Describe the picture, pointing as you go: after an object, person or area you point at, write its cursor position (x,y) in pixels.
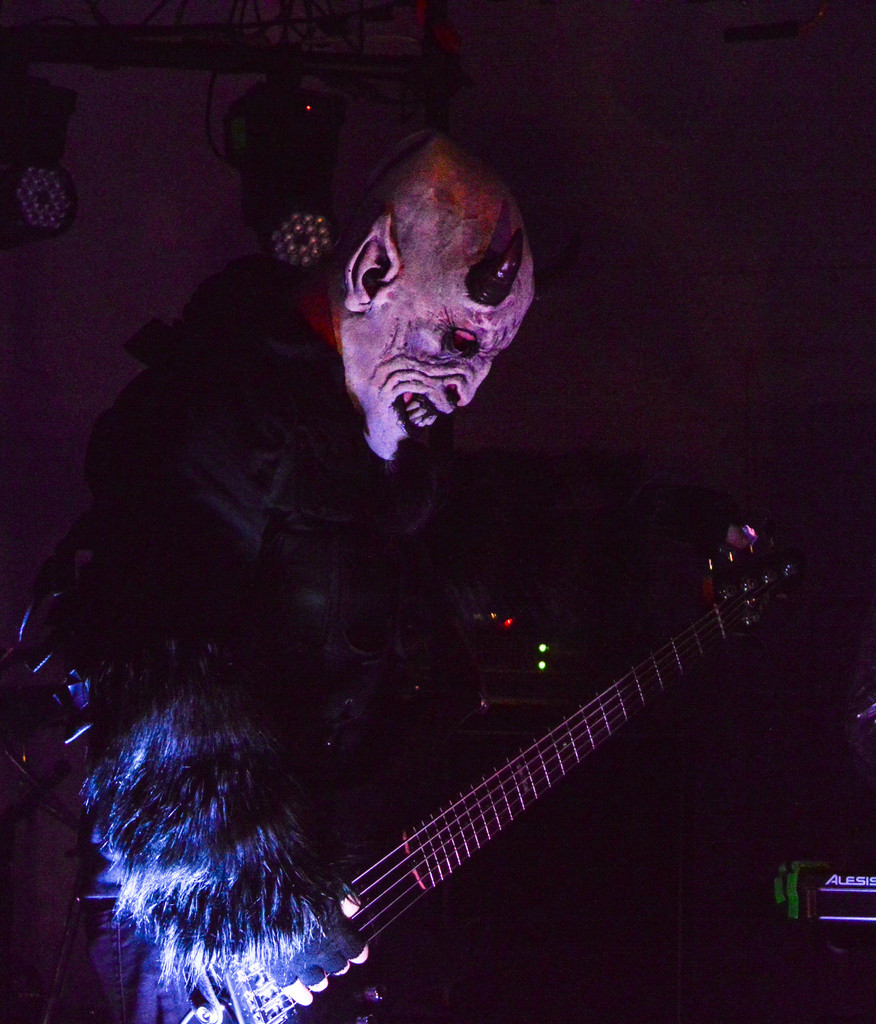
In the foreground of this picture (239,757) we can see a person (256,480) standing and seems to be wearing a mask (446,348) and playing guitar (515,758). In the background (284,143) we can see the focusing lights (263,180) and some objects (565,650) which seems to be the musical instruments (583,685) and some other objects (605,637).
